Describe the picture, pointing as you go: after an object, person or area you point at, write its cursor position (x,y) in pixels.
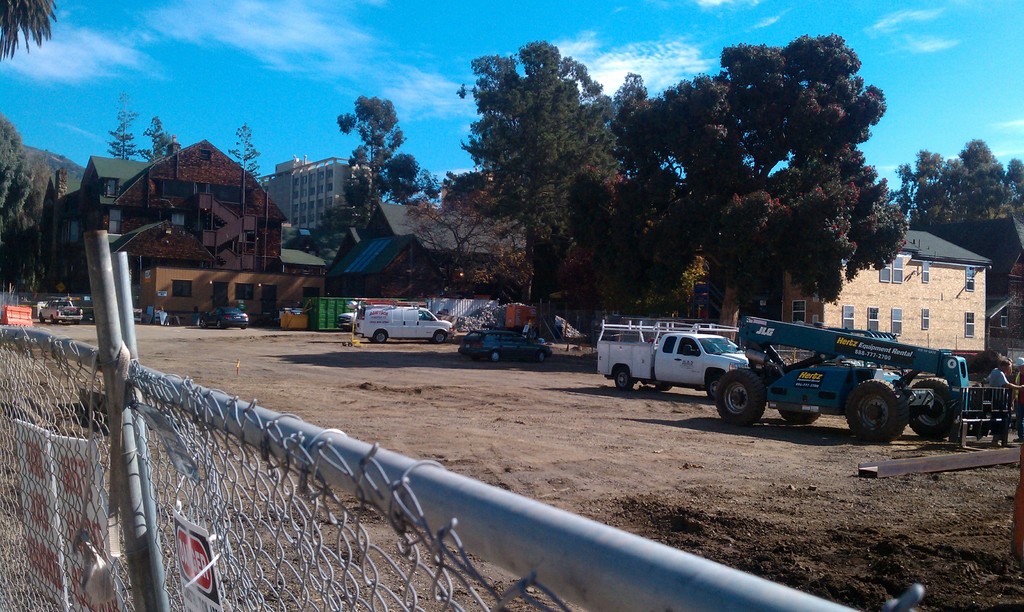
In this picture we can see a fence (118,395) and on the right side of the fence (165,390) there are some vehicles (912,352) parked on the path (923,452) and a man (1019,403) is standing. Behind the vehicles (428,322) there are trees (740,290), houses (371,290), building (322,187), hill (52,168) and a sky (500,39).
